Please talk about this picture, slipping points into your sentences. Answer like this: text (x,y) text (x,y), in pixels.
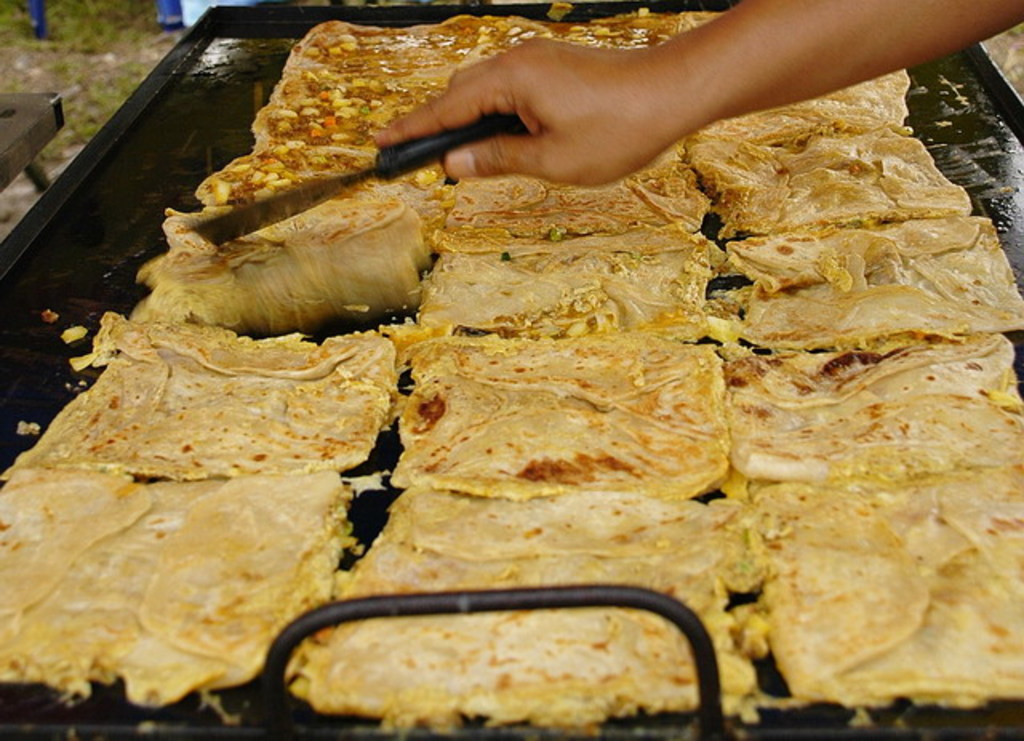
In this image at the bottom (701,637) there is one tray (927,137) and on the tray (154,224), there are some food items (550,249). And there is one person (475,169) who is holding a spatula (262,204), and he is doing something.
